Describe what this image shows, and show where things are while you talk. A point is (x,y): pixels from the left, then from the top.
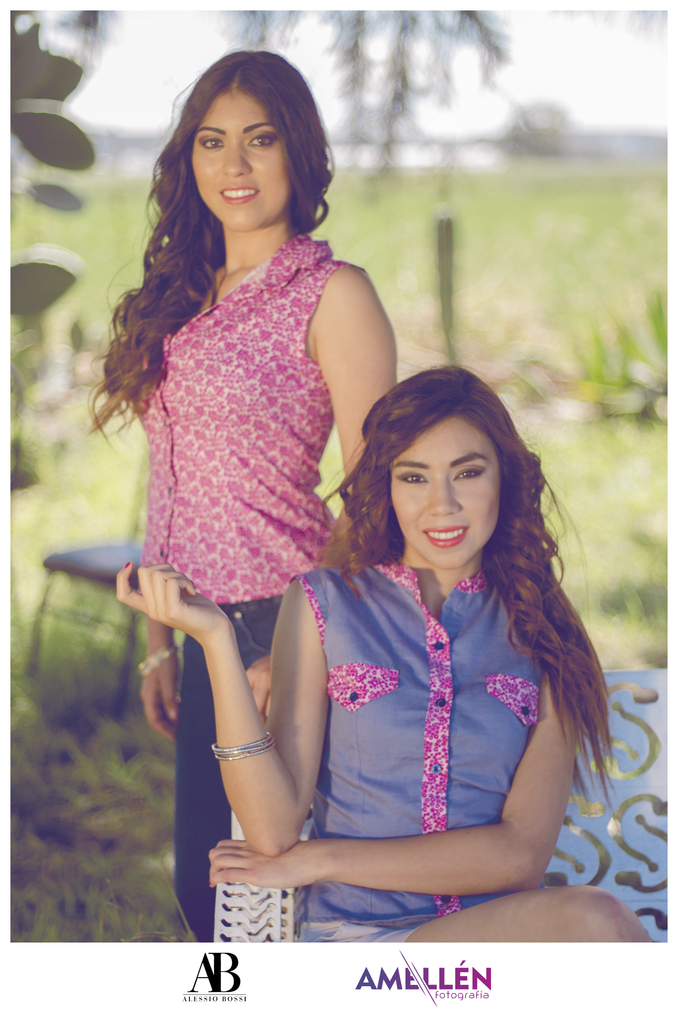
In the picture we can see two women (479,833), one woman (290,610) is sitting on the bench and behind one woman (214,358) is standing and they are smiling and behind them we can see a grass surface (97,621) on it we can see a chair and behind it we can see some plants (398,56) and sky (494,110) which is not clearly visible.
